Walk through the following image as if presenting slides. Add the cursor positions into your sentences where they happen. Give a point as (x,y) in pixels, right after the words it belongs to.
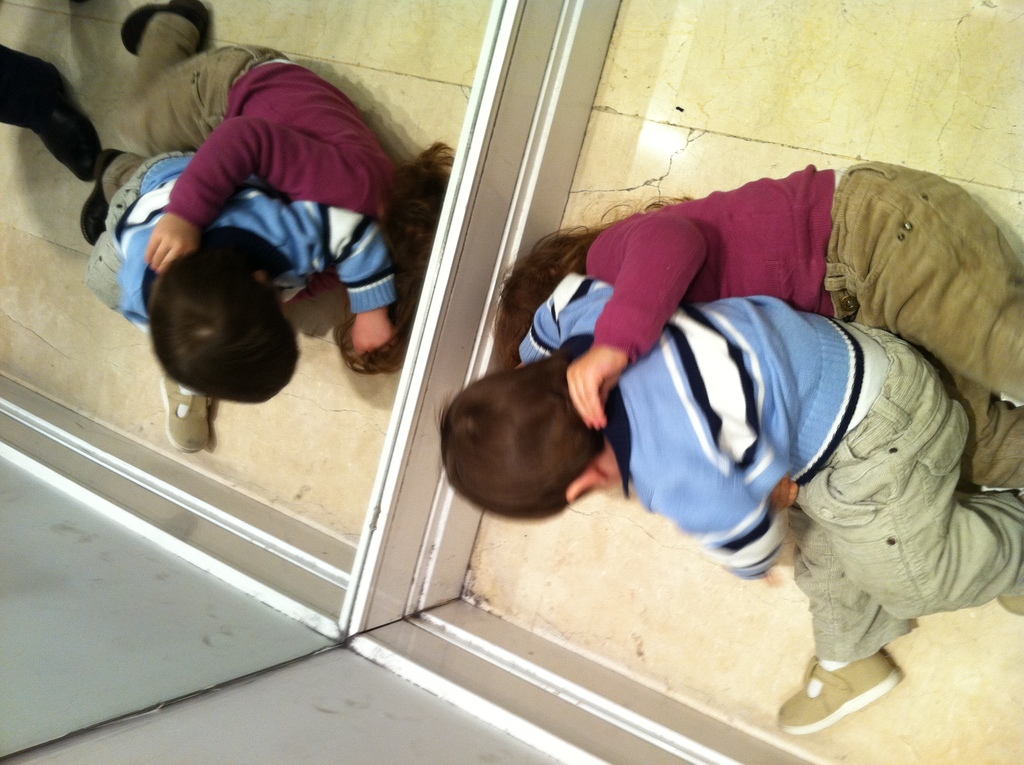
In this picture we can see two children (899,451) on the floor (787,654) and in the background (308,581) we can see the wall (452,760) and a mirror (301,641).
